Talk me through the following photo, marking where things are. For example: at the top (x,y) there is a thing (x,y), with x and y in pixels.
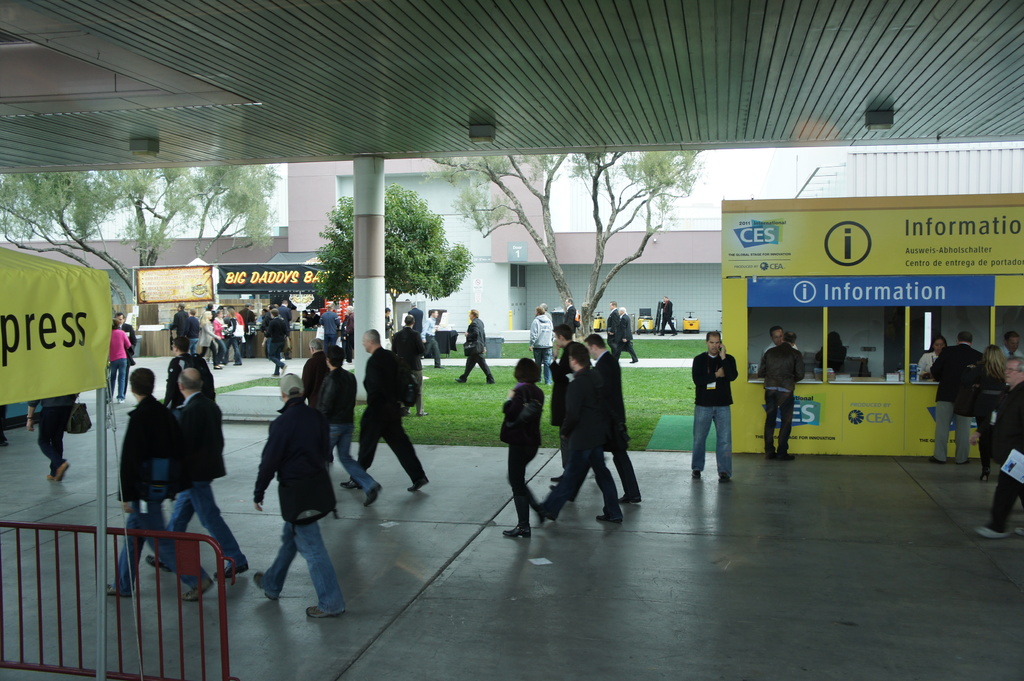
Here I can see a shed (627,92). Under this many people (185,477) are walking on the floor (585,539). On the right side (965,385) few people (995,411) are standing. On the left side (41,323), I can see the railing (121,535) and a tent (60,349). In the background (615,309), I can see people (337,330) are walking on the ground (249,373). There are some trees (399,223) and a building (501,272).
